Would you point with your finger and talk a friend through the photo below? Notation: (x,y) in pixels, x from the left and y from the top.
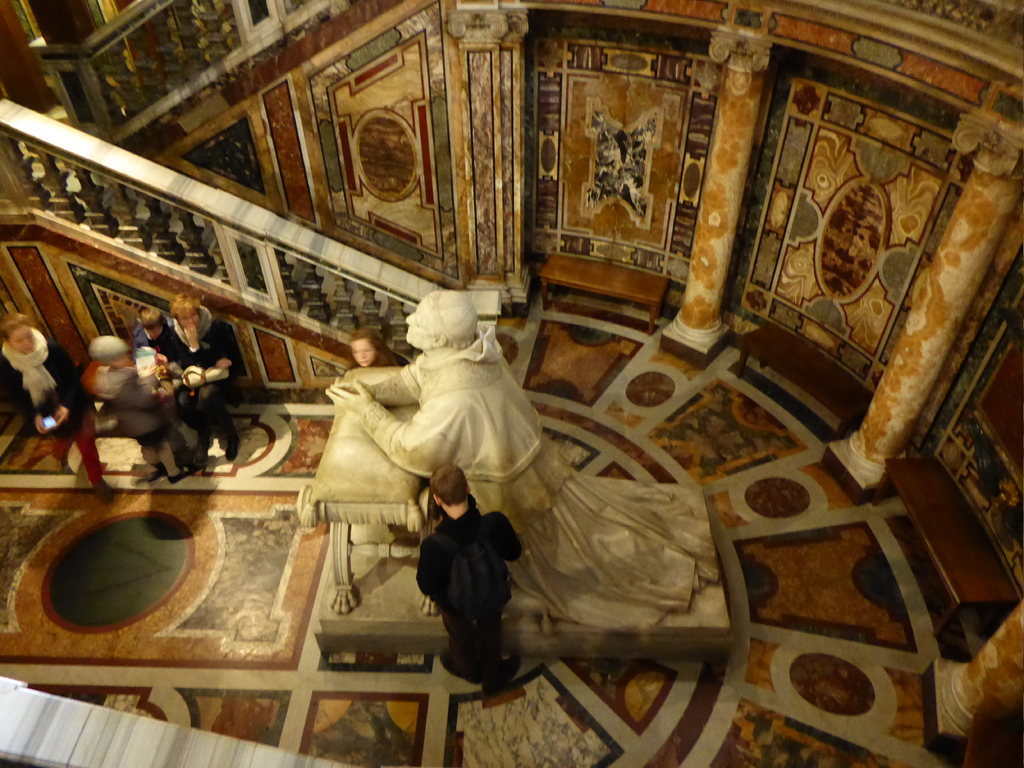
As we can see in the image there are tiles (672,439) and few people (22,344). There is white color statue (523,459), wall (790,134) and fence (189,206).
